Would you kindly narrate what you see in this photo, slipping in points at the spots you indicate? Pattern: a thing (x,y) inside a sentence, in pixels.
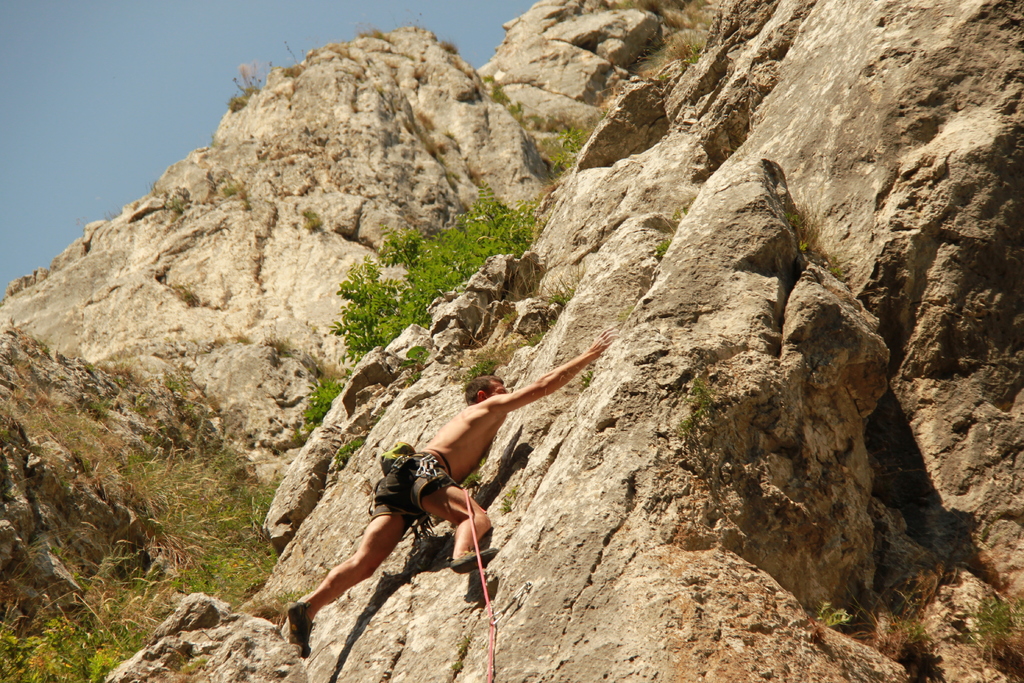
This picture is clicked outside. In the center (473,435) we can see a person (377,491) climbing the rocks (639,423) and we can see the green leaves (424,248), grass (132,573), rope (490,613), rocks (494,278) and the sky (198,45).
